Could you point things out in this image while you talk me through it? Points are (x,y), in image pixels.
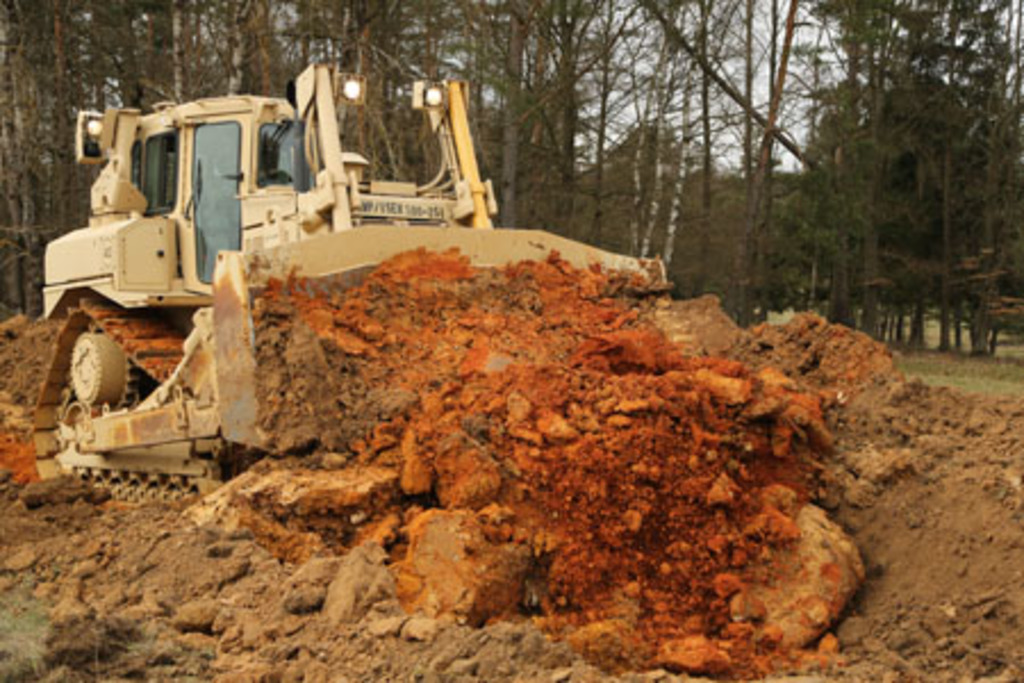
In the image there is a bulldozer (340,198) and it is carrying some mud (523,379), in the background (268,49) there are trees (977,350).
